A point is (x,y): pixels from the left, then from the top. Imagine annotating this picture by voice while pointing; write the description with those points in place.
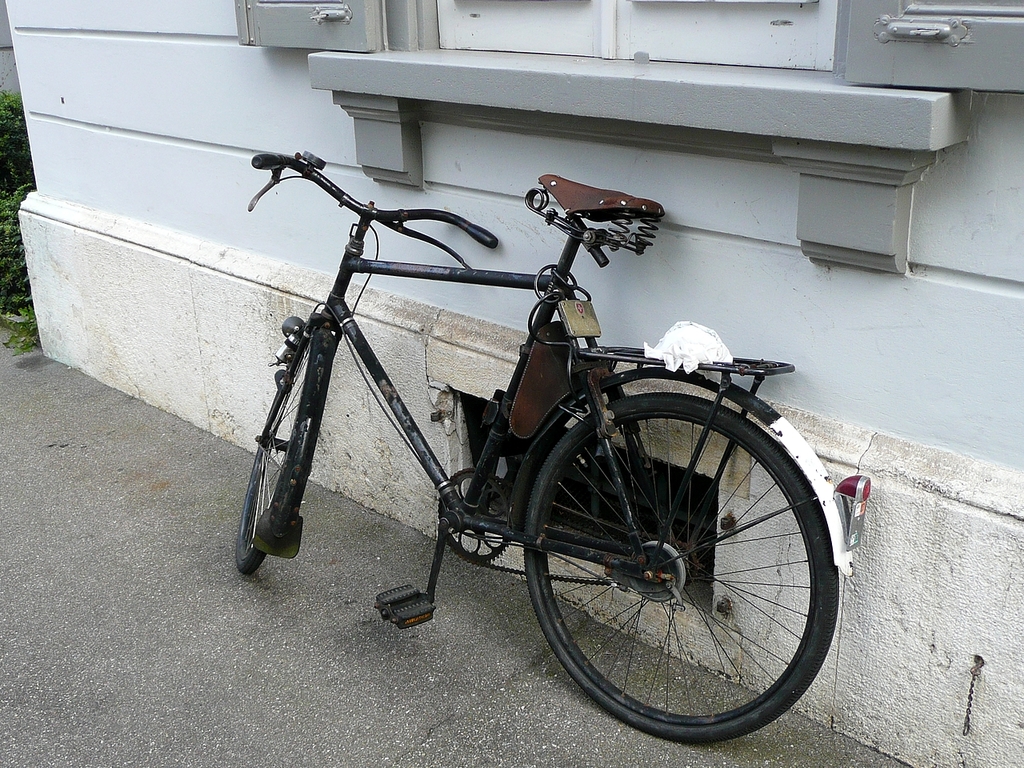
In the foreground of this image (509,492), there is a cycle (534,573) leaning to the wall (921,243) of a building (830,19). On the top (590,54), there is a window (609,49). On the bottom (151,667), there is the road (87,634). On the left (10,213), there is greenery (3,168).
